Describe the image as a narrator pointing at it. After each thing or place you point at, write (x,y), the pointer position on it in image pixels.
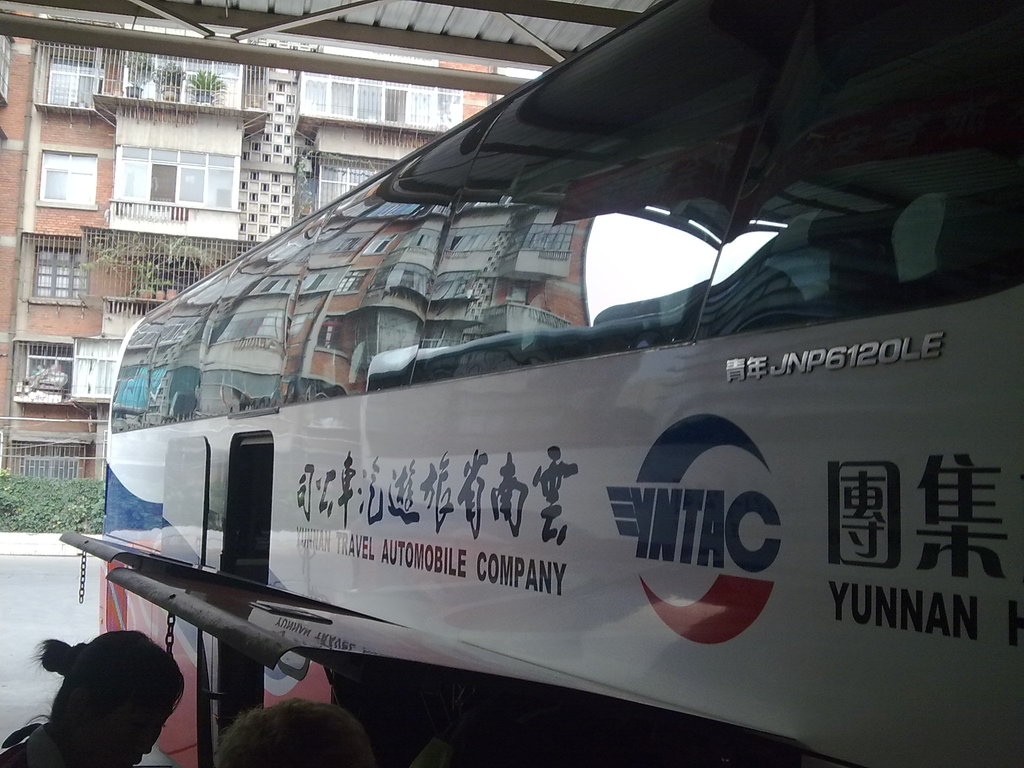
In this image we can see automobile company bus (389,504) which is of white, blue and red color and at the background of the image (209,176) there are some buildings (179,218), plants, fencing (191,71).
